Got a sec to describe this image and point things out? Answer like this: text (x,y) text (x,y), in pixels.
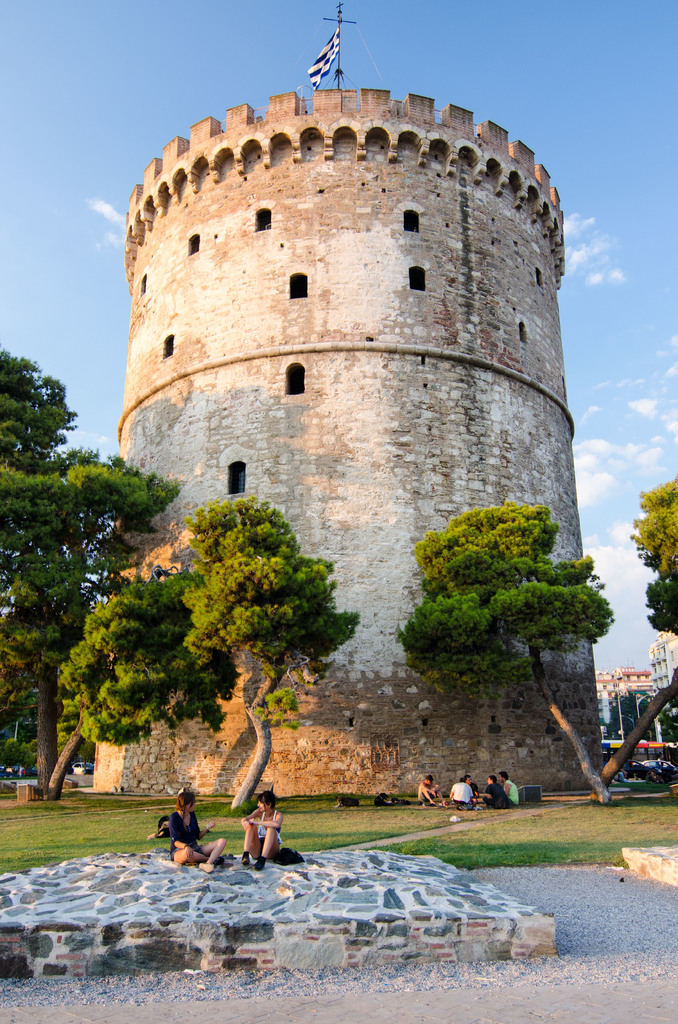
There are few persons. Here we can see trees (36,624), grass (387,823), fort (557,788), vehicles (640,750), and buildings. In the background (645,385) there is sky (534,90) with clouds (630,569). There is a flag (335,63).
